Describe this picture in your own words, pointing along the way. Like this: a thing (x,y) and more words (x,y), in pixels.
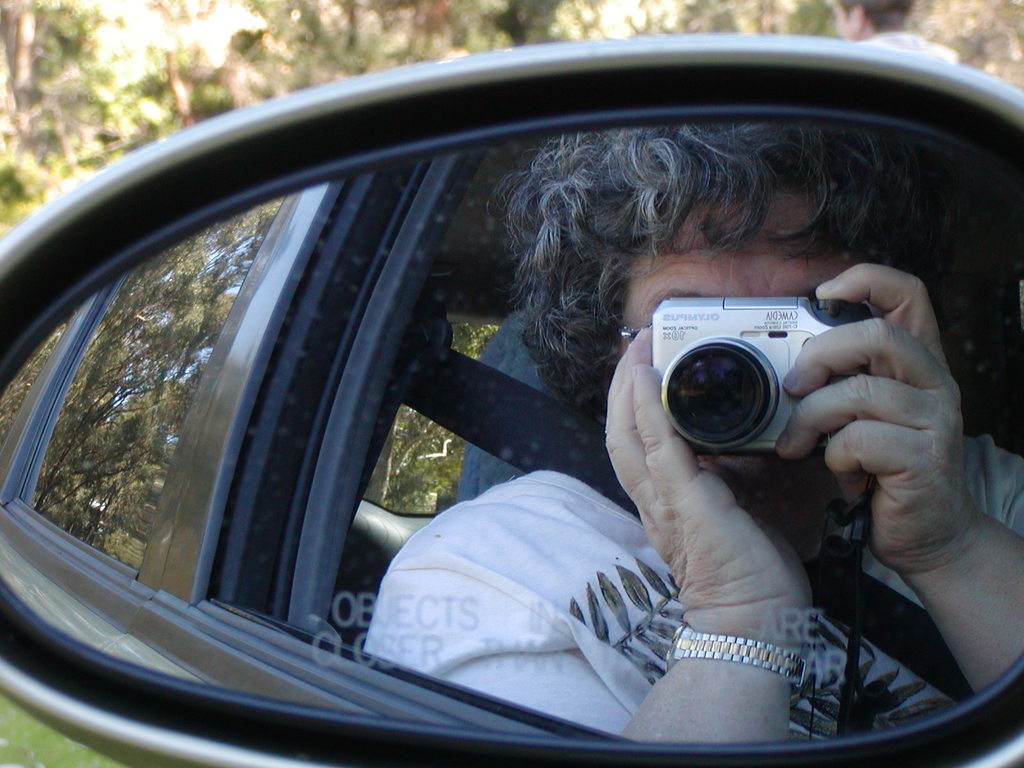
This is car (279,531), a person (686,568) is holding camera (756,416), these are trees (826,13).
